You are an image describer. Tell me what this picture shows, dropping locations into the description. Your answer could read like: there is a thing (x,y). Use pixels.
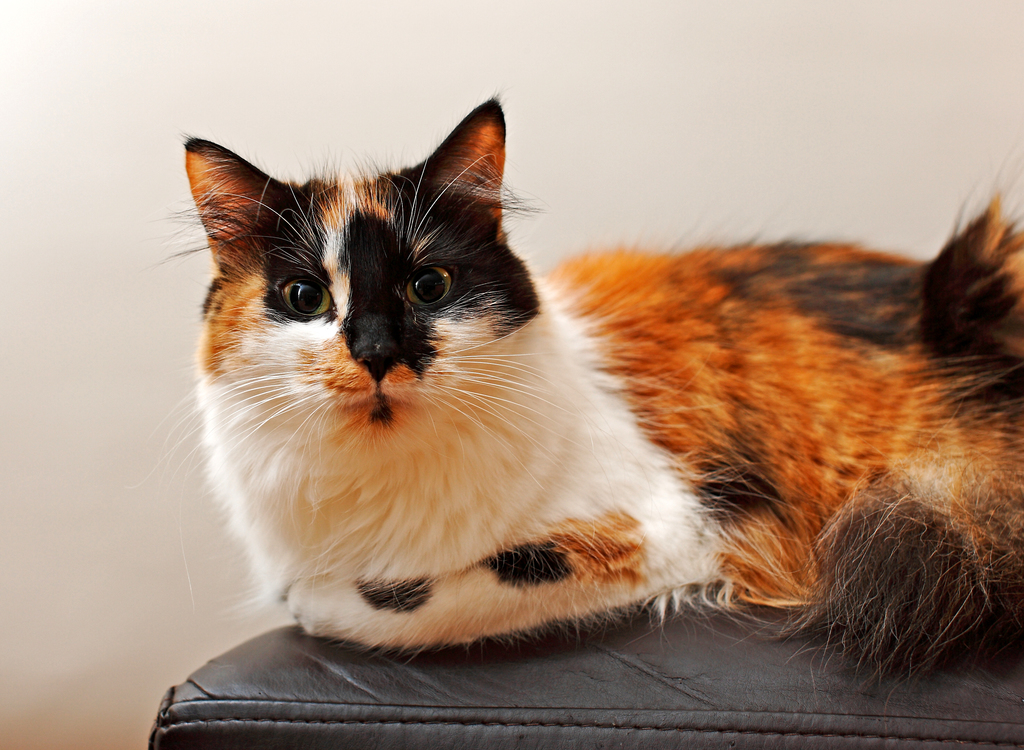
A cat (290,452) is sitting on a black surface (279,671). At the back (367,43) there is a white wall (148,135).
